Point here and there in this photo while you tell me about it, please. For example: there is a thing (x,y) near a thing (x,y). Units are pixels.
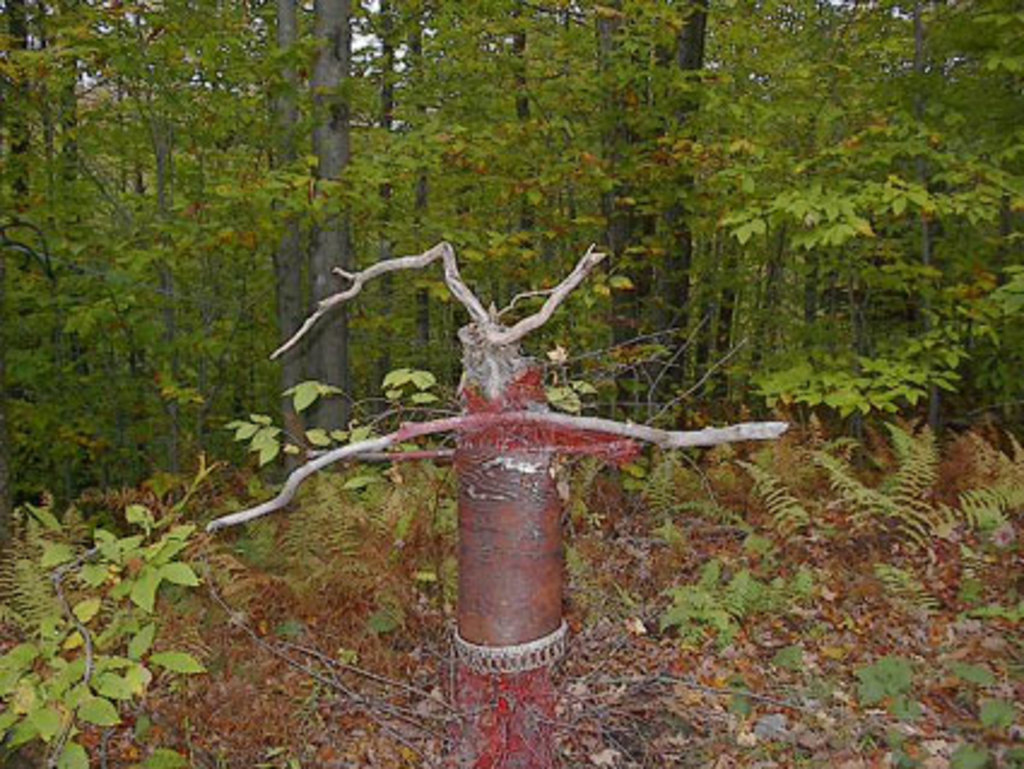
In the foreground (652,477) I can see a metal rod (495,548), plants (372,521) and grass (320,590). In the background (793,265) I can see trees (517,267) and the sky (373,41). This image is taken may be in the forest (651,183).
